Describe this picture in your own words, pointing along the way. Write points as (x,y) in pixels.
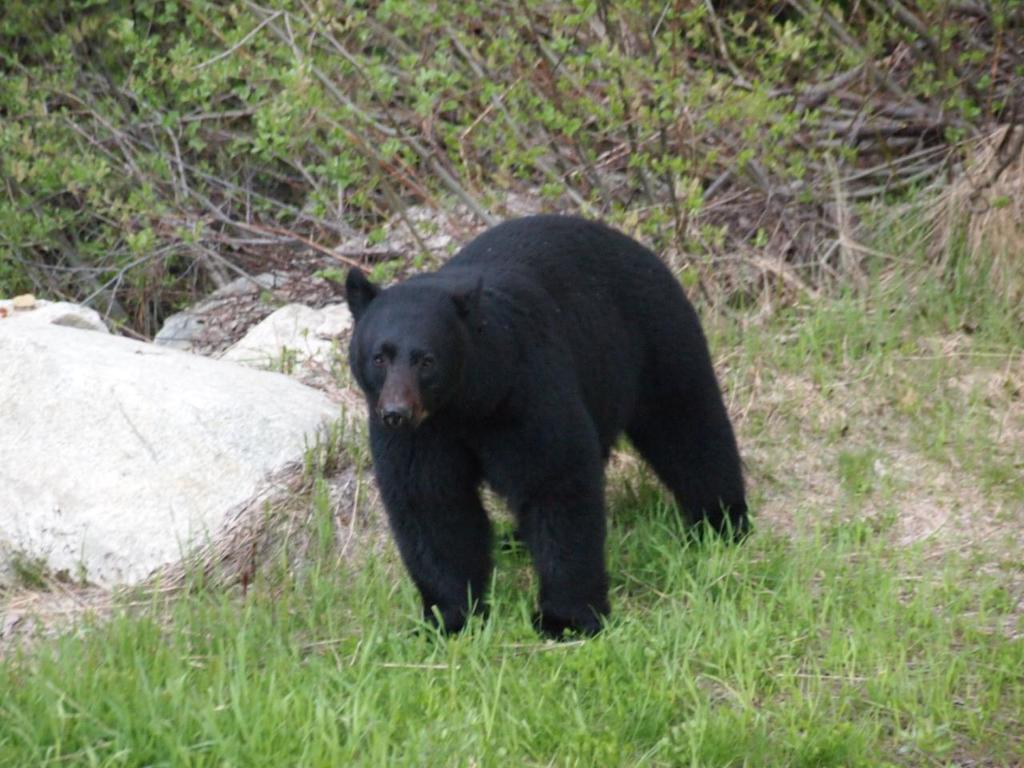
In this image I can see black color bear (491,363) is standing on the ground (614,502). In the background (364,516) I can see the grass (311,641), rocks (256,428) and plants (525,176).
